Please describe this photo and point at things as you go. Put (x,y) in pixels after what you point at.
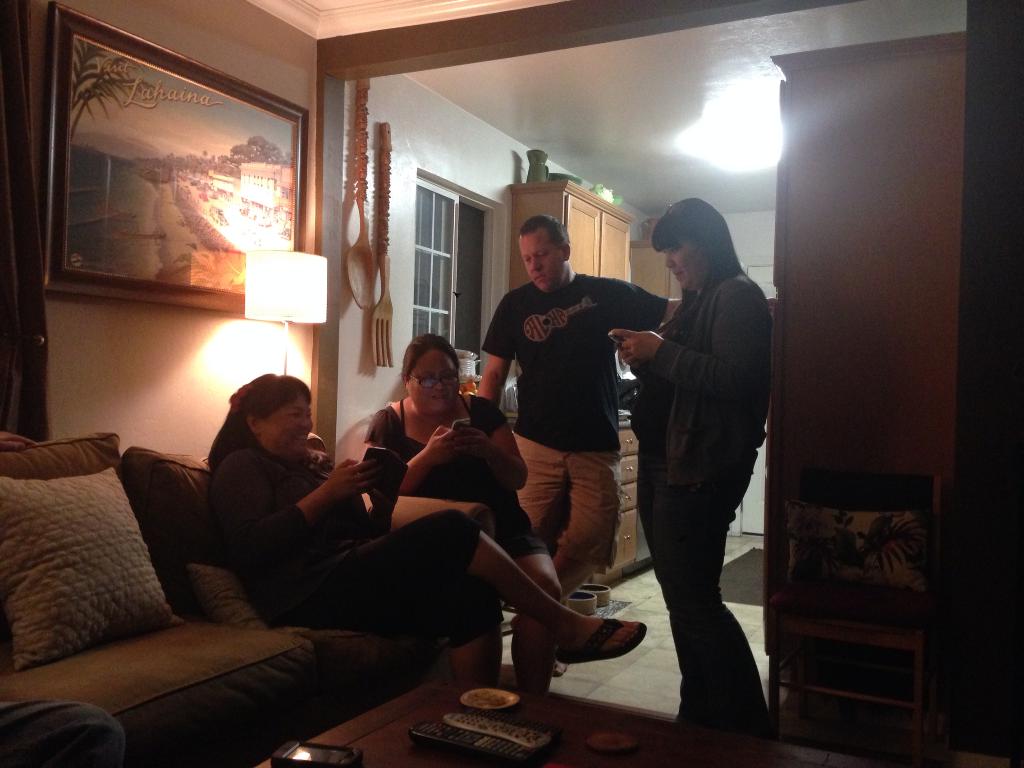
In this image we can see this people (388,434) sitting on the sofa (142,466) and this people (641,312) are standing. In the background (301,308) we can see photo frame (220,229), lamp (275,307), glass windows (425,272) and cupboards (597,266).
